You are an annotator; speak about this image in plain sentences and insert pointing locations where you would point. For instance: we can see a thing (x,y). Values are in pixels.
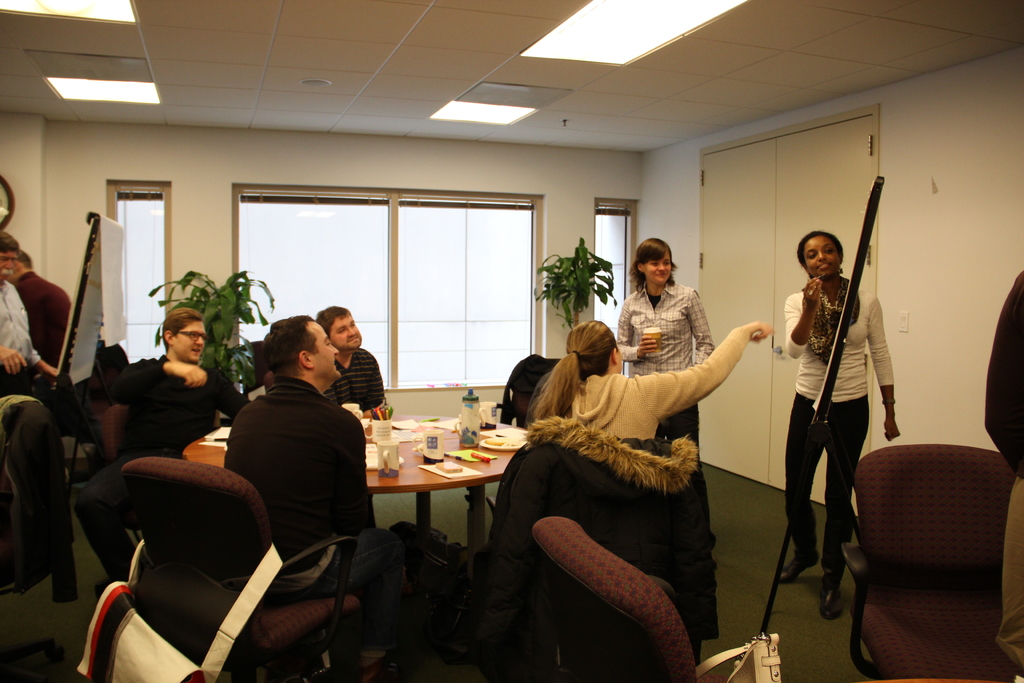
In this image, there are group of peoples (639,312) are there. Few are sat on the chairs (172,477), few are standing and they are smiling together. At the background (725,282), we can see white door (737,278), wall (564,216), plants (579,248), windows (391,257) and boards (105,304). At the bottom (460,607), we can see some bags (217,657). At the roof (732,78), we can see lights (438,117).
